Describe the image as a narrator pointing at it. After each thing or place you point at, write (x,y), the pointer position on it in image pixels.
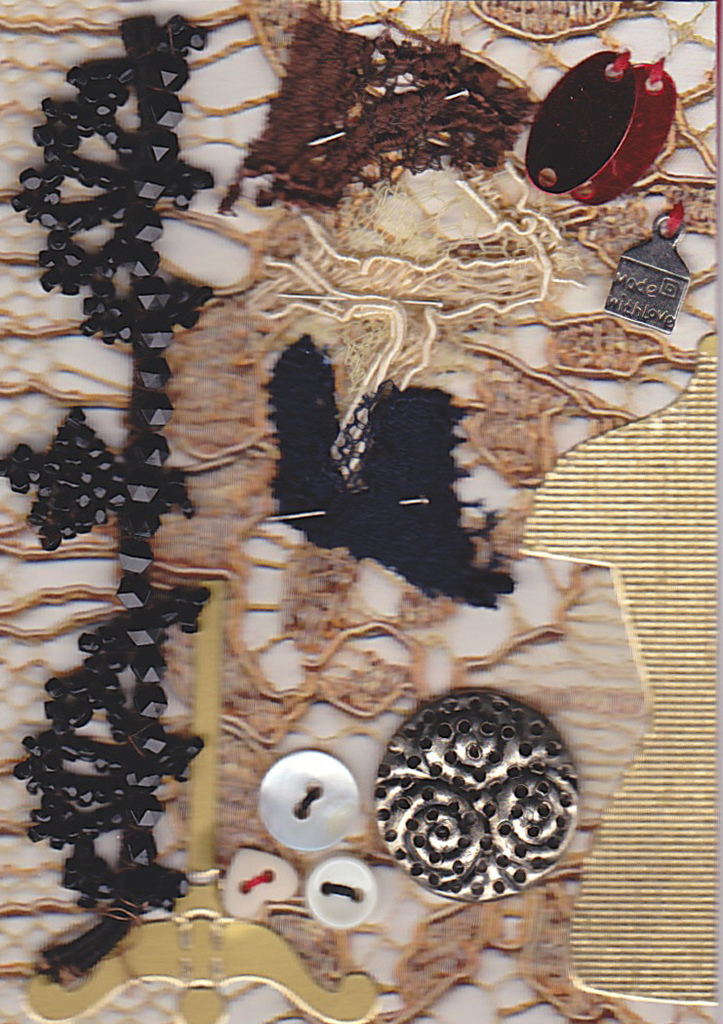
In this picture we can see there are buttons (317,810), pins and some objects (187,737).
